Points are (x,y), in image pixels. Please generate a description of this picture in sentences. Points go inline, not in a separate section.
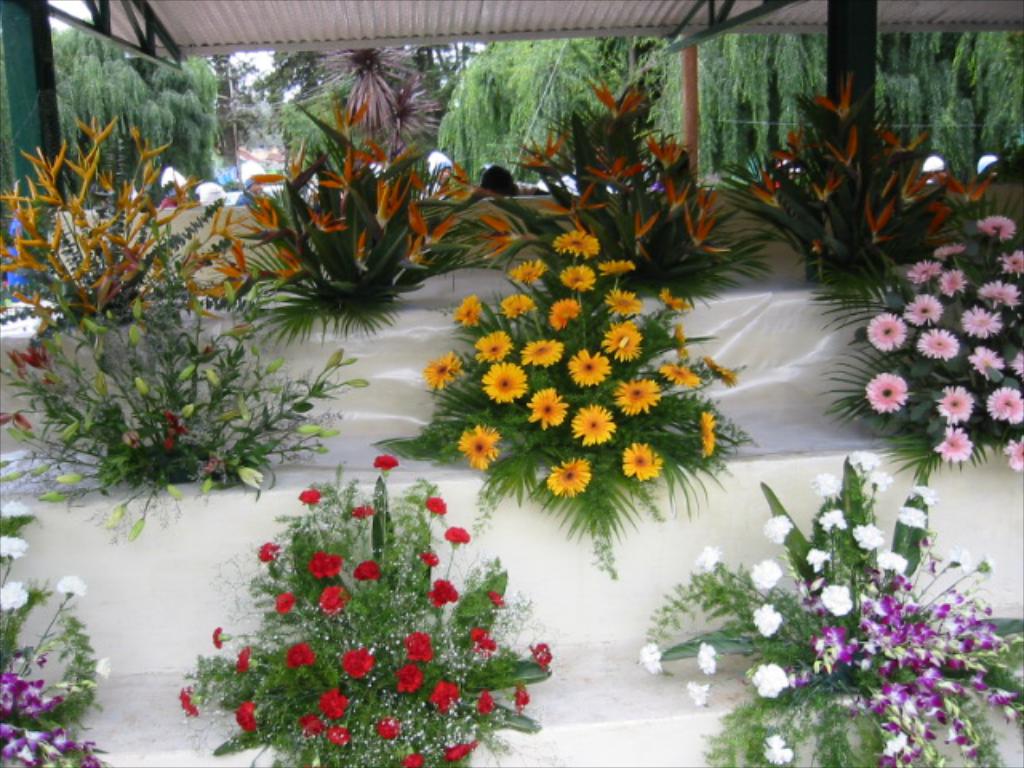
In this image I can see few stairs (553,677) which are white in color and on the stairs (367,349) I can see few flower bouquets (479,612) which are green, red, pink, white, orange and violet in colors. In the background (784,128) I can see the shed (453,28), few trees (783,83) and the sky (248,52).
